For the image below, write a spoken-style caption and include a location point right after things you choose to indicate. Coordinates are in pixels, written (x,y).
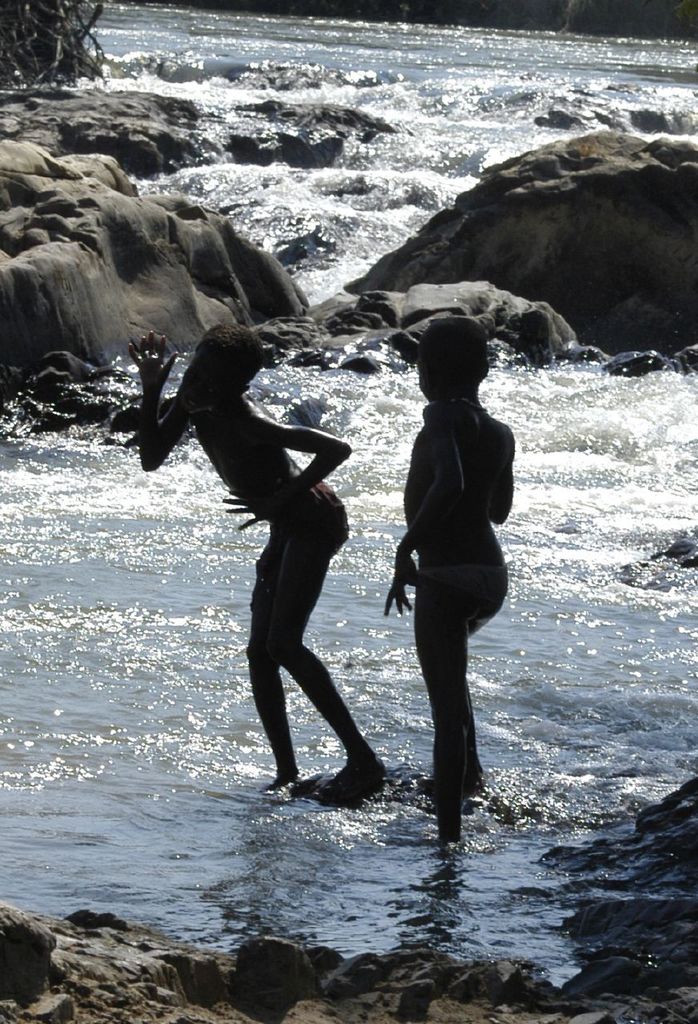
In this picture we can see two people (277,560), water (113,735), rocks (626,143) and in the background (17,42) we can see sticks (54,34).
